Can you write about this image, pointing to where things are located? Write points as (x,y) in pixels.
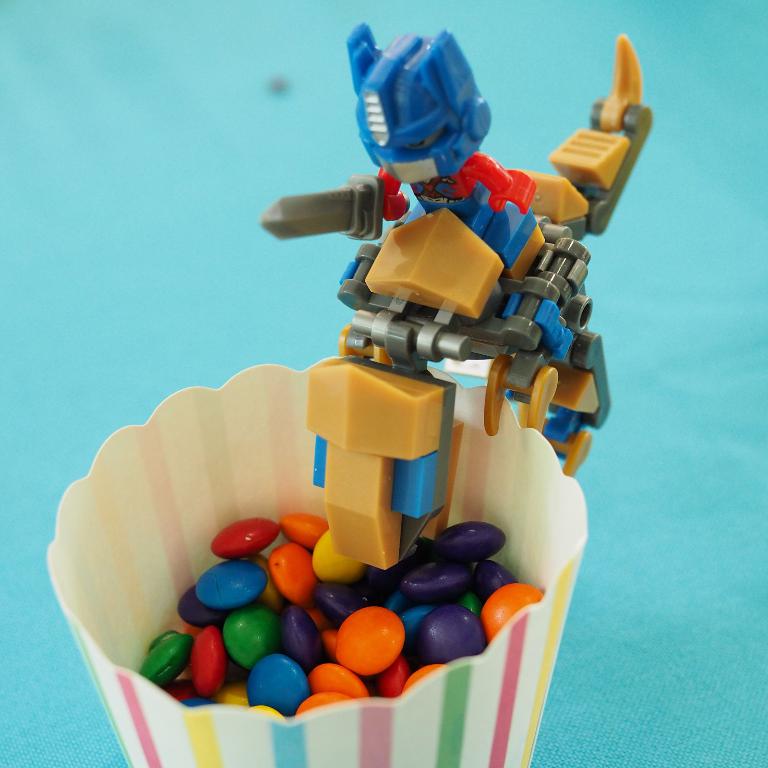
In this image I can see a cup (445,671) contain colorful chocolates (303,526) visible at the bottom (197,562) and I can see a toy robot (431,339) visible behind the cup (134,598) and background (48,323) color is sky (67,216).
